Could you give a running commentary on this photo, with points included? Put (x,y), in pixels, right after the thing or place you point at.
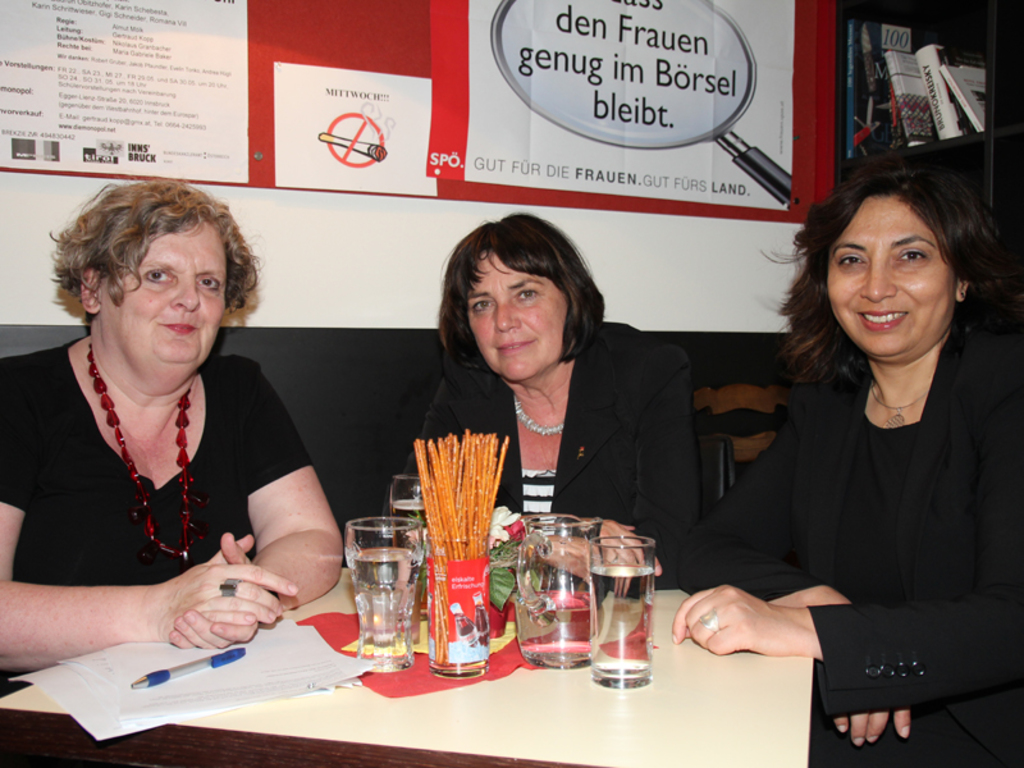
These 3 women (151,451) are sitting on a chair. On this table (543,691) there is a container (464,596), glasses (377,533), paper (311,652) and pen (222,662). A banner (437,145) on wall (8,202). This rack (894,146) is filled with books (908,80).
